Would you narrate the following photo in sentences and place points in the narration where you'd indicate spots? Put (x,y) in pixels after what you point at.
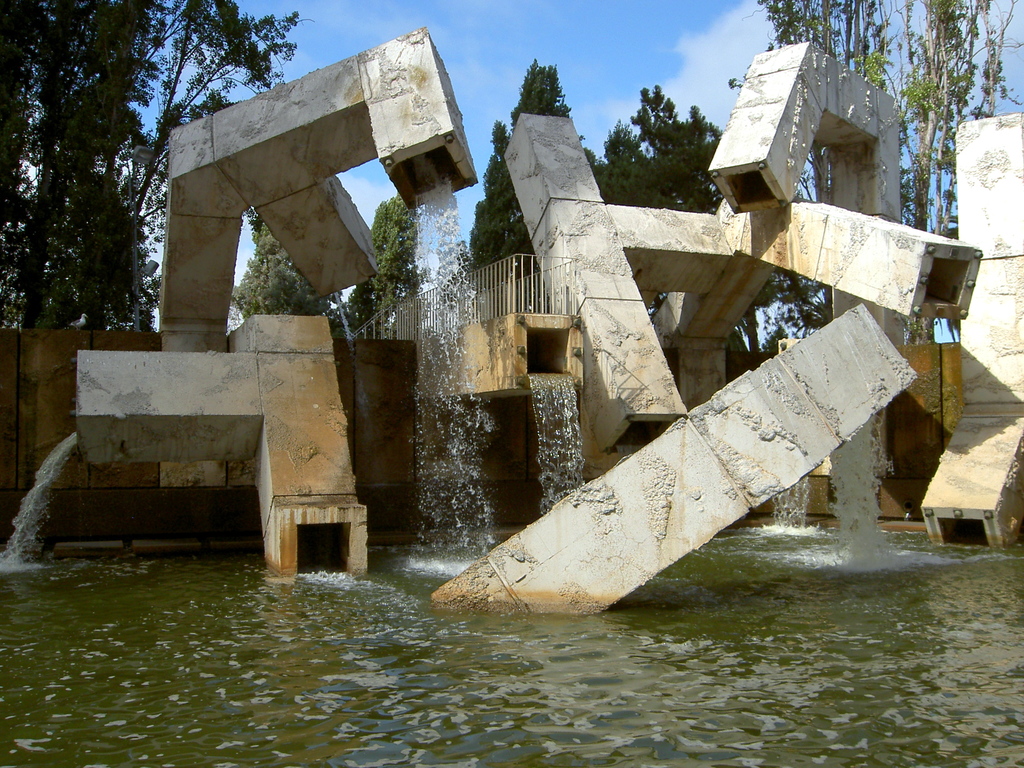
In this image we can see some concrete pillar (471,356), some water (720,680) and in the back ground (69,137) there are some trees (364,319).
